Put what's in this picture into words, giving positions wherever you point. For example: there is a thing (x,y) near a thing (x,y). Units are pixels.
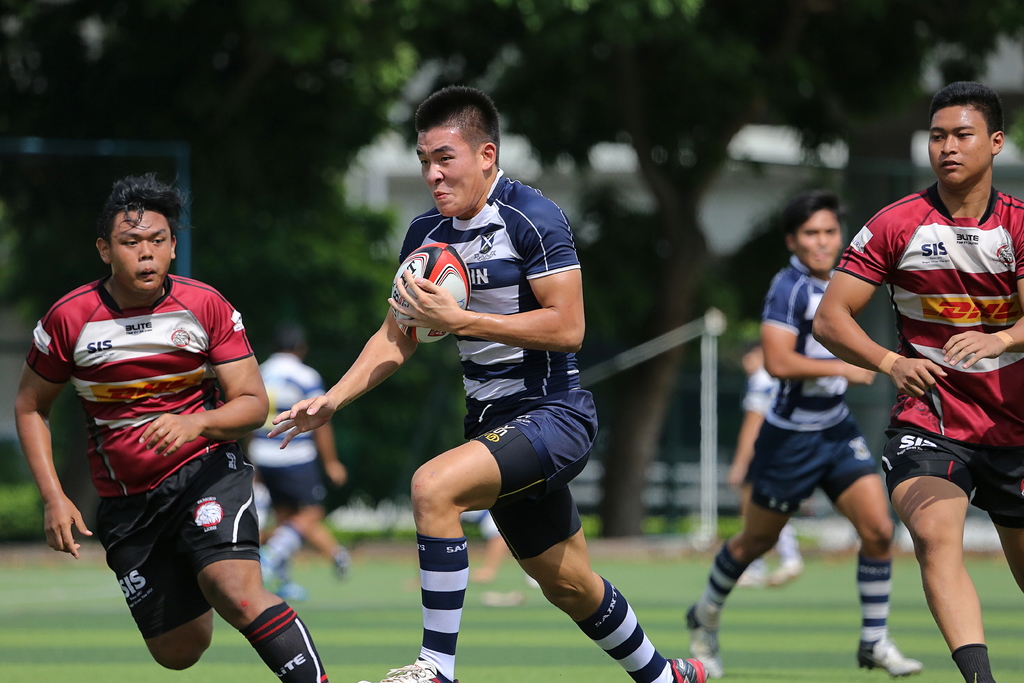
This 4 persons (160,377) are running, as there is a movements in their legs (468,567). This man (435,235) is holding a ball (399,295). Far there are number of trees (332,170). Far this person (272,449) is walking on grass (483,621).
